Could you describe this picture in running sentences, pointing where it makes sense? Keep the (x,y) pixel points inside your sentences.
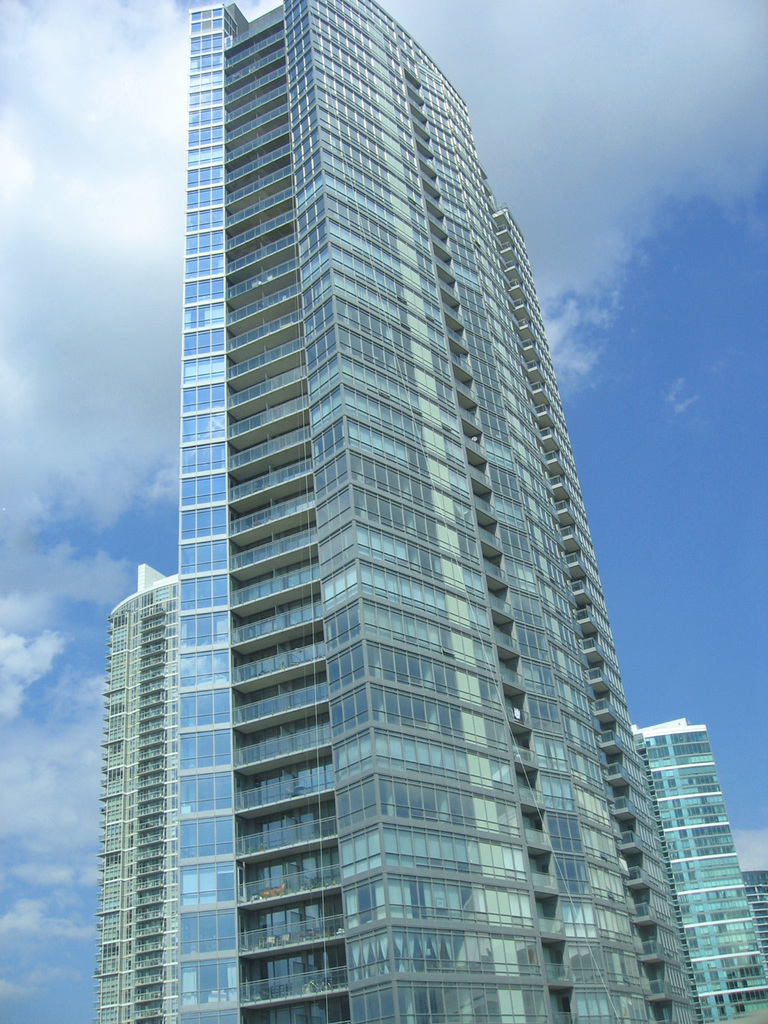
In this image I can see glass buildings (536,774). There is sky (630,196) at the top (619,144).
